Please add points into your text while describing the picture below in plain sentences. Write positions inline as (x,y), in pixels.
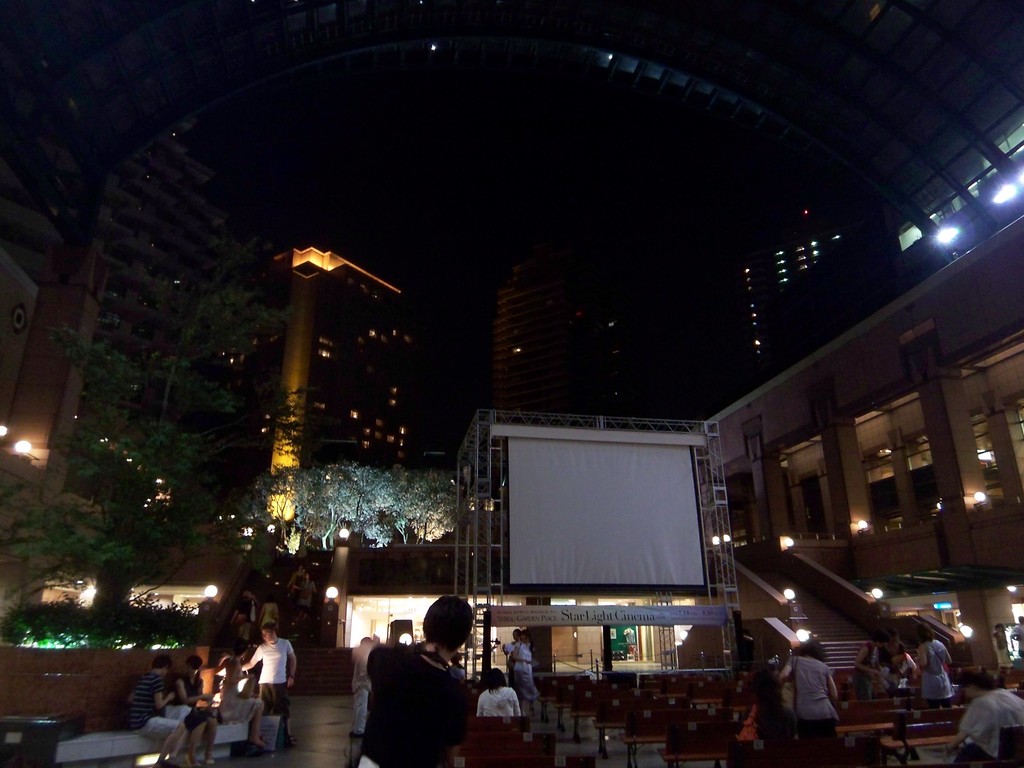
In the foreground of the image (446,670) there are people (760,711). There is a screen (526,467). In the background of the image (135,378) there are buildings (414,371), trees (158,446).
